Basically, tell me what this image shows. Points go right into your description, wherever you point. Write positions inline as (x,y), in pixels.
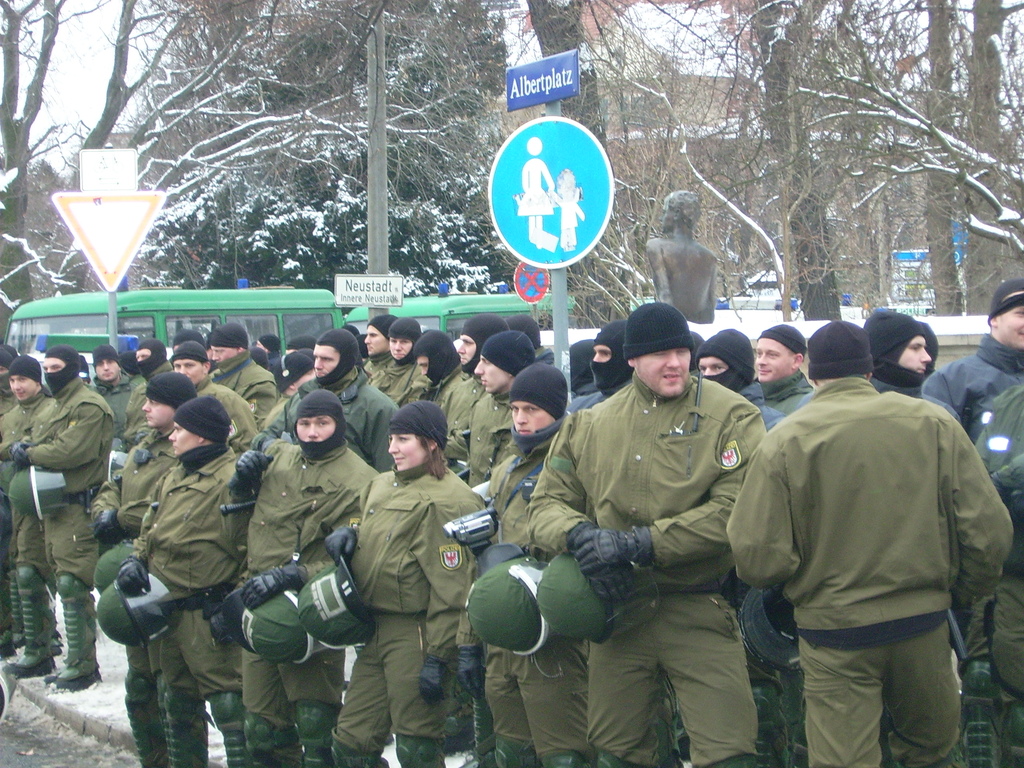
In this image I can see the group of people (509,489) standing and wearing the uniforms (86,556) which are in brown color and they are wearing the caps (441,343). There is a statue (701,279) and few vehicles (334,304) in the back (124,299). I can also see the boards (532,296) to the poles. In the background (421,182) there are trees (226,114) and the sky (96,103).
